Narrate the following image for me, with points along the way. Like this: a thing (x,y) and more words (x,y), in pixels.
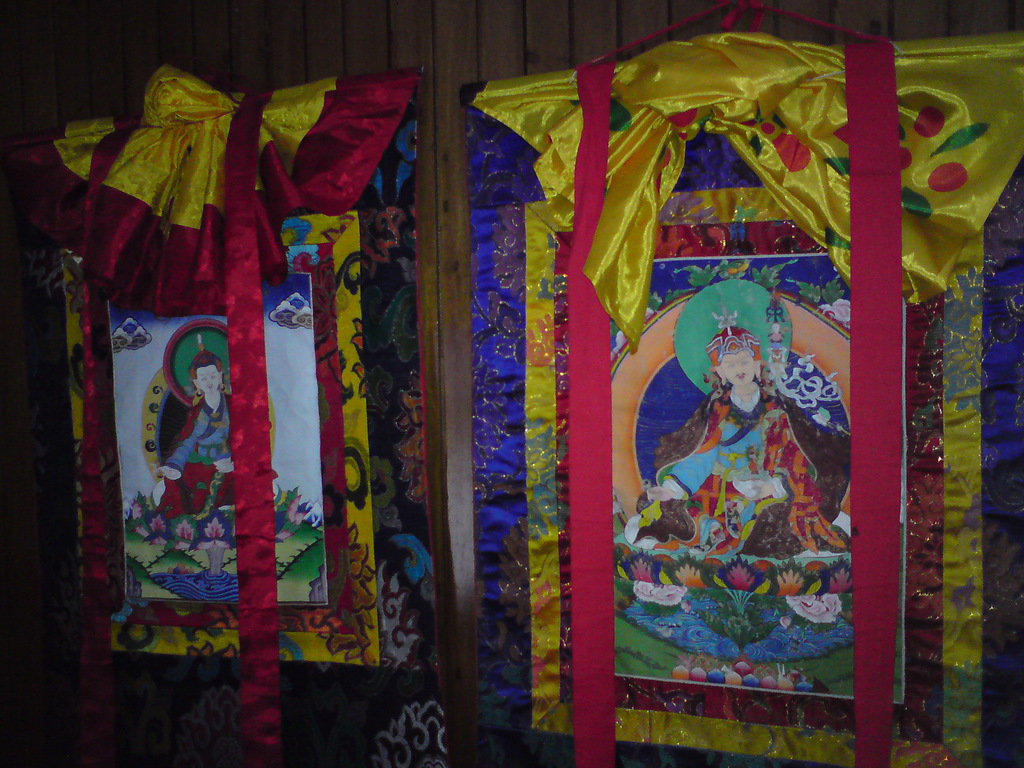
In the image we can see a wooden wall (345,45), on the wall (304,45) there are some frames (146,417).
